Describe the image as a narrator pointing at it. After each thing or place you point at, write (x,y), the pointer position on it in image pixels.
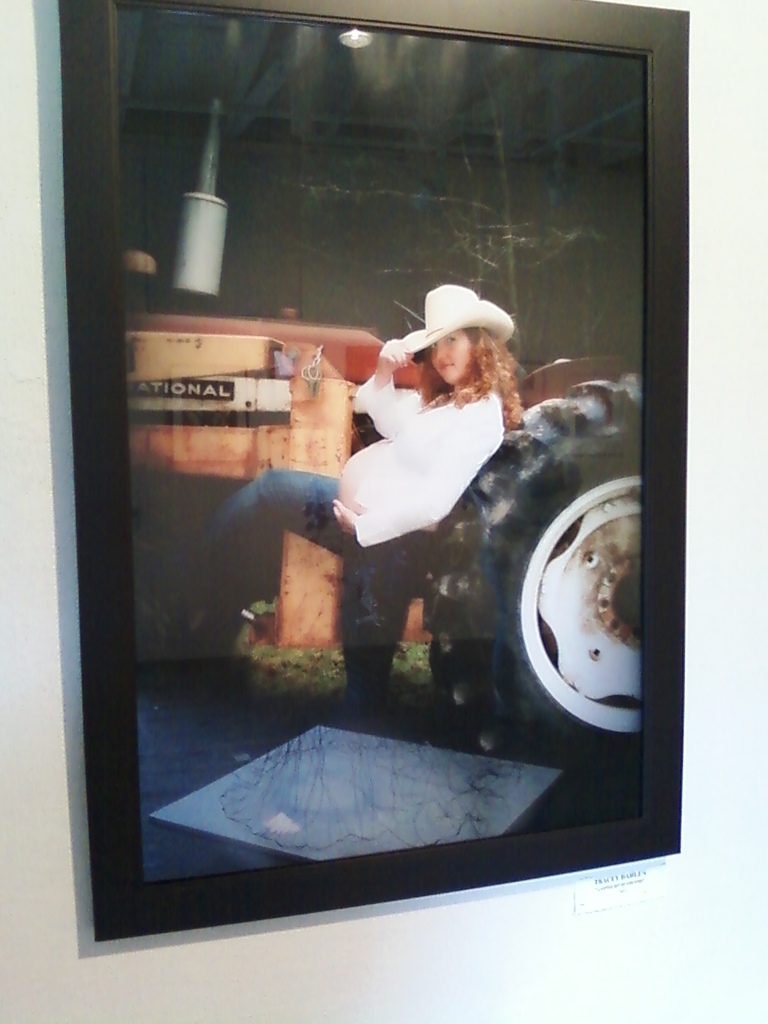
This picture consists of a portrait (359,489) in the image.
